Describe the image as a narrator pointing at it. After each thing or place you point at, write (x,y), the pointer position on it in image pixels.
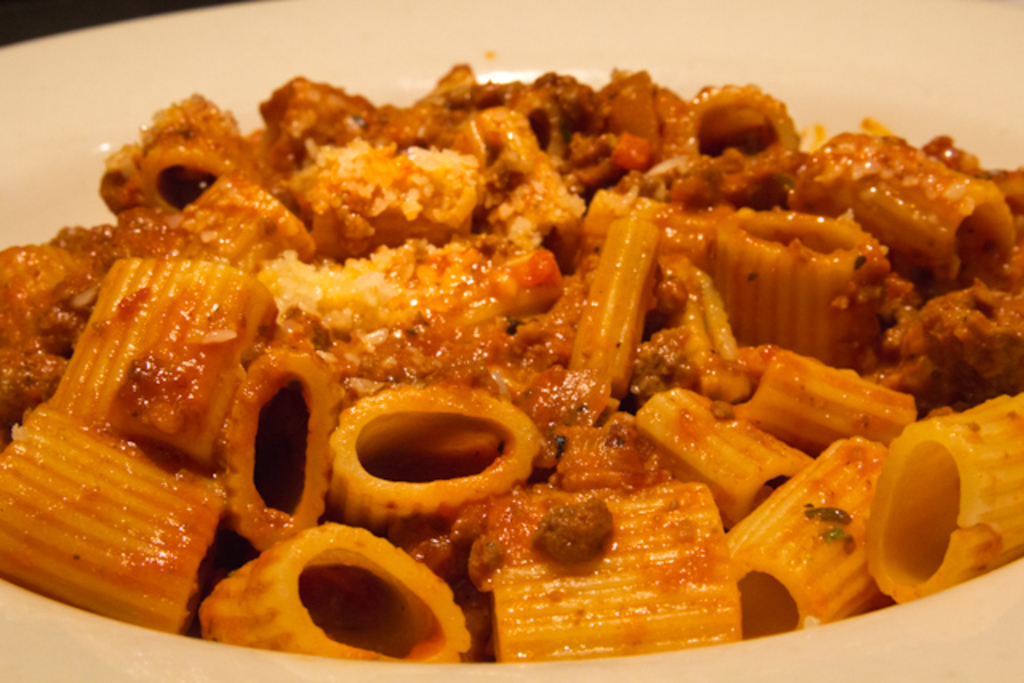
There is some food (473,238) in the plate (222,77) and it is looking very delicious.
